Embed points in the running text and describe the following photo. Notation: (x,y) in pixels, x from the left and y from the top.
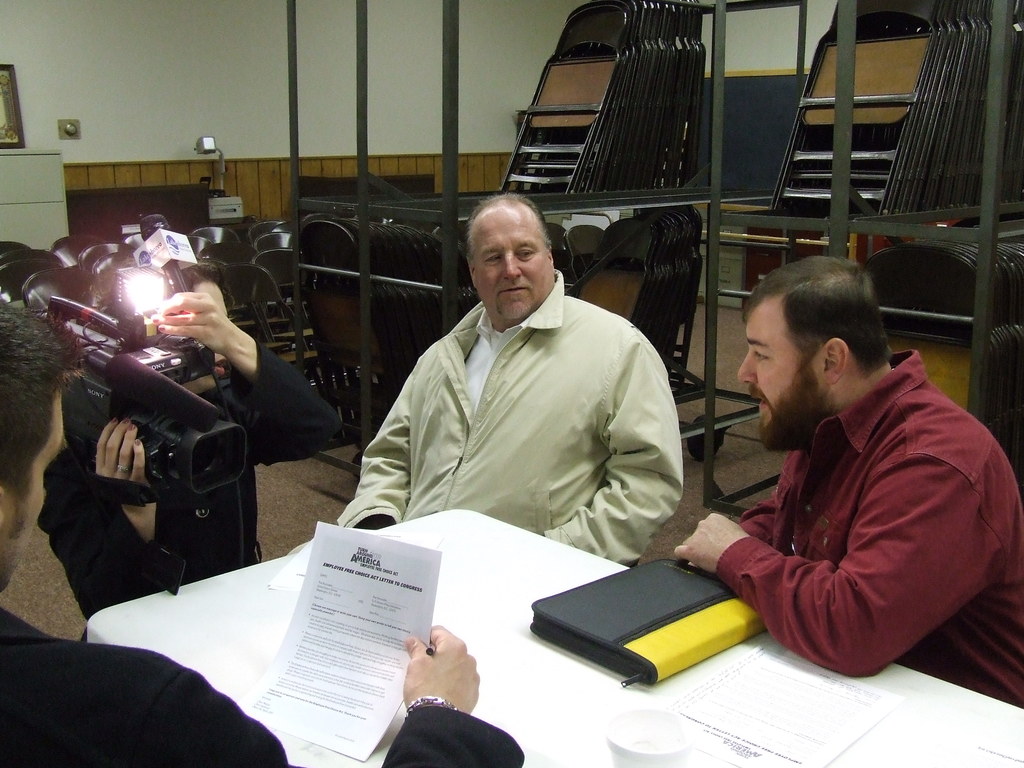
In the image we can see there are people (492,322) sitting, they are wearing clothes (494,459) and we can see a person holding a video camera (193,409) in hand (130,437) and the other person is holding paper (370,658). Here we can see a table (538,574) and on the table (506,607), we can see a file (675,631) and papers (679,700). Here we can see there are many chairs (357,334), the wall (372,51) and floor (340,446).
